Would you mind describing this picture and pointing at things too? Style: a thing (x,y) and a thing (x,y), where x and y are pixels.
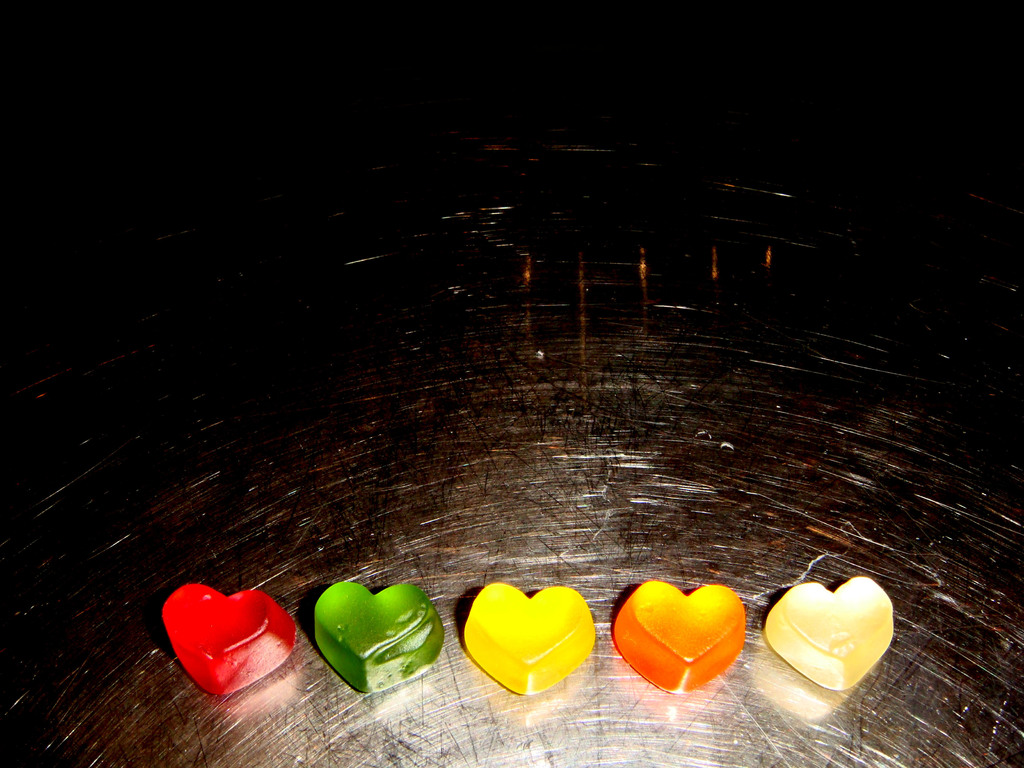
In this image there are colourful candies (353,634).
